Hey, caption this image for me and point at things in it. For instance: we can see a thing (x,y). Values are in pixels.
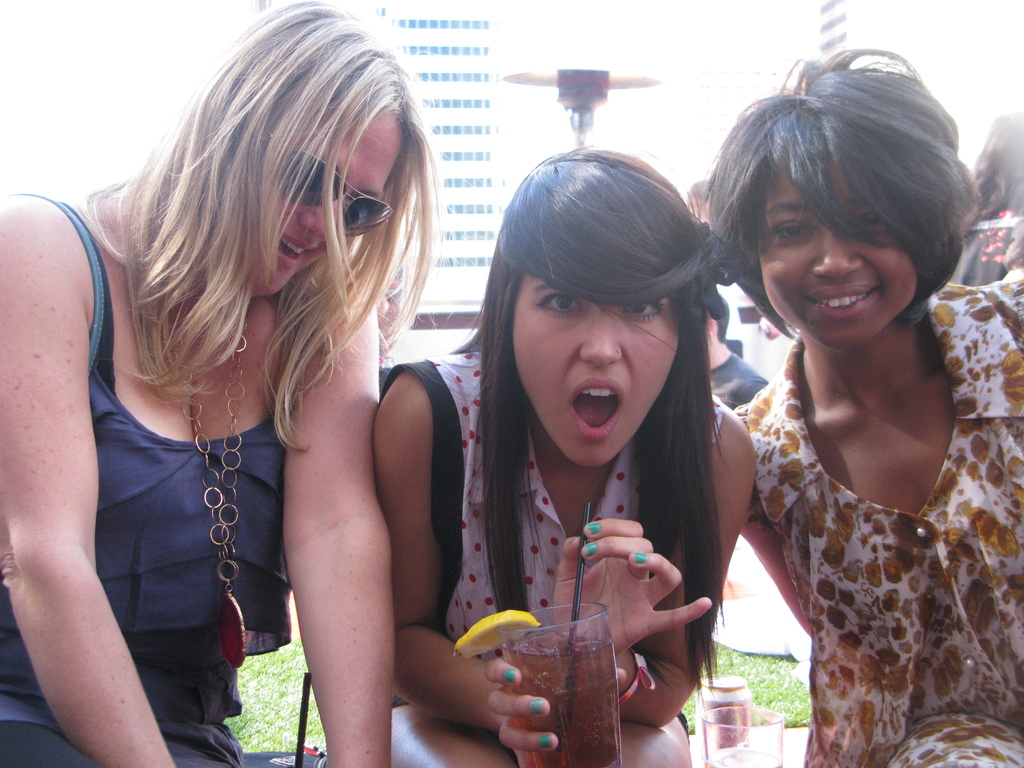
This picture describes about group of people (721,255), in the middle of the image (620,297) we can see a woman (647,349), she is holding a glass (545,652) and we can see drink (537,663) in the glass (564,676), in the background (771,697) we can find grass (790,692) and few buildings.
